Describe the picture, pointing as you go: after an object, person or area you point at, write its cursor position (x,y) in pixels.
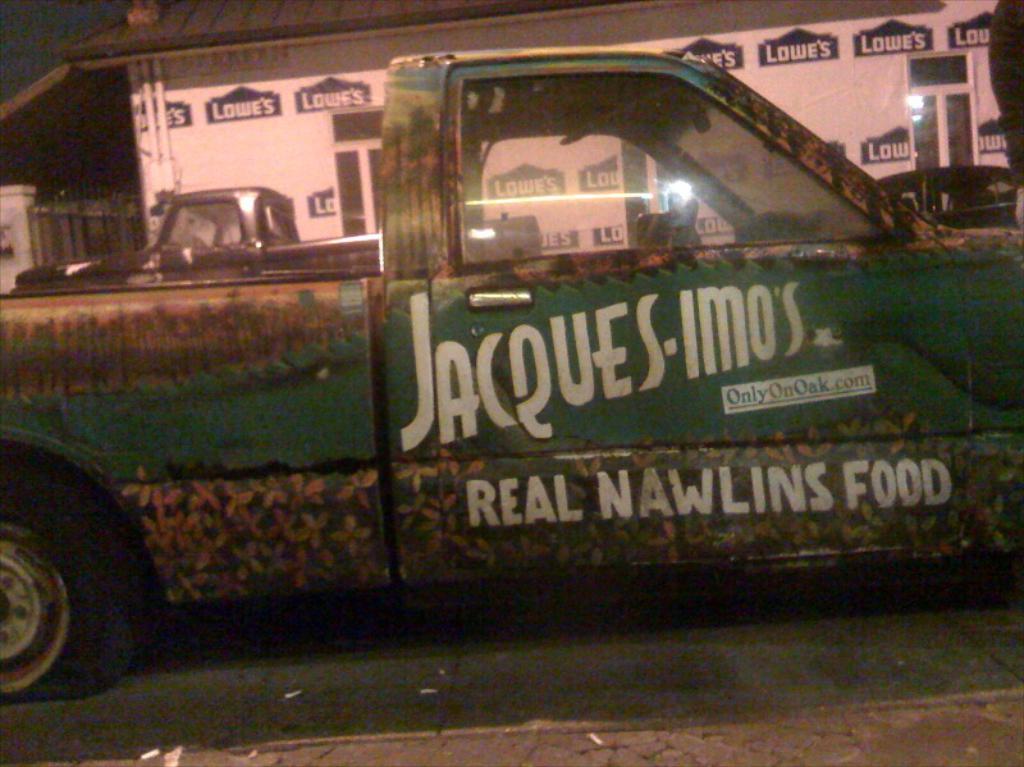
In this image I can see green colour vehicle (401,385) in the front (561,364). I can also see something is written on this vehicle (717,416). In the background (59,274) I can see few more vehicle (254,271), a white colour building (816,67) and on the wall (974,108) I can see something is written.
